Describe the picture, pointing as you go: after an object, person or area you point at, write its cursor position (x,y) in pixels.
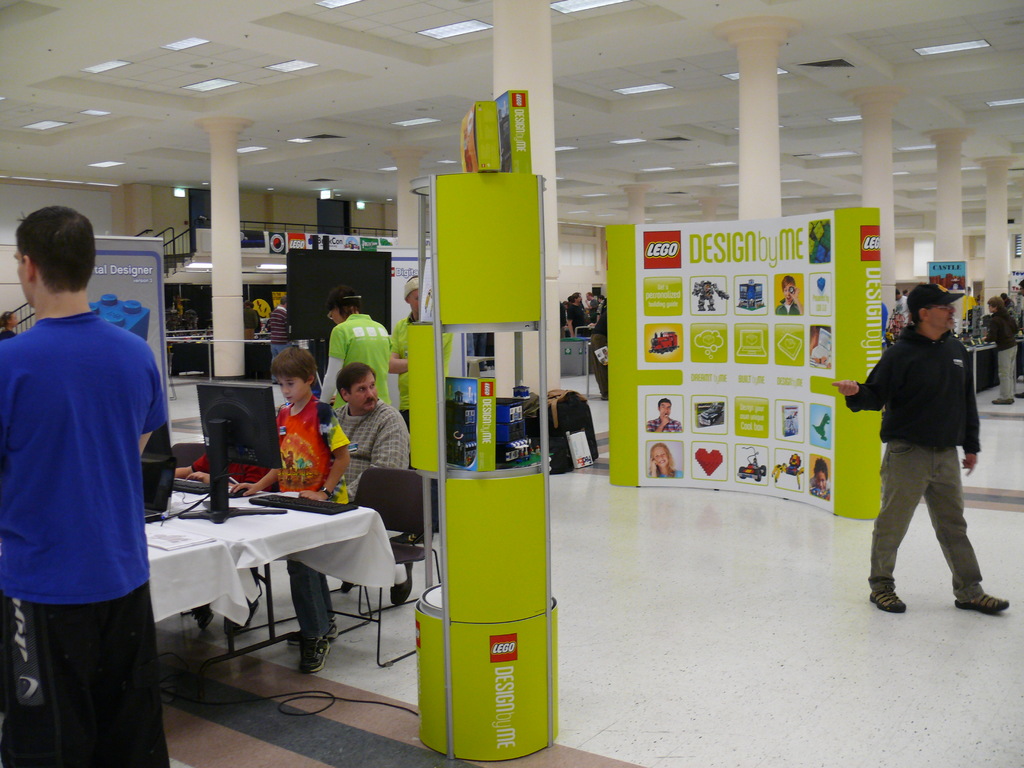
There are some people (63,468) standing, walking here. One man (408,464) is sitting in the chair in front of a table (244,522) on which a computer (224,457) was placed. There is a boy (292,443) in front of a computer (275,451). In the background (654,430) there is a poster (764,299), pillar (757,82), railing (326,234) and a wall (149,209) here.
